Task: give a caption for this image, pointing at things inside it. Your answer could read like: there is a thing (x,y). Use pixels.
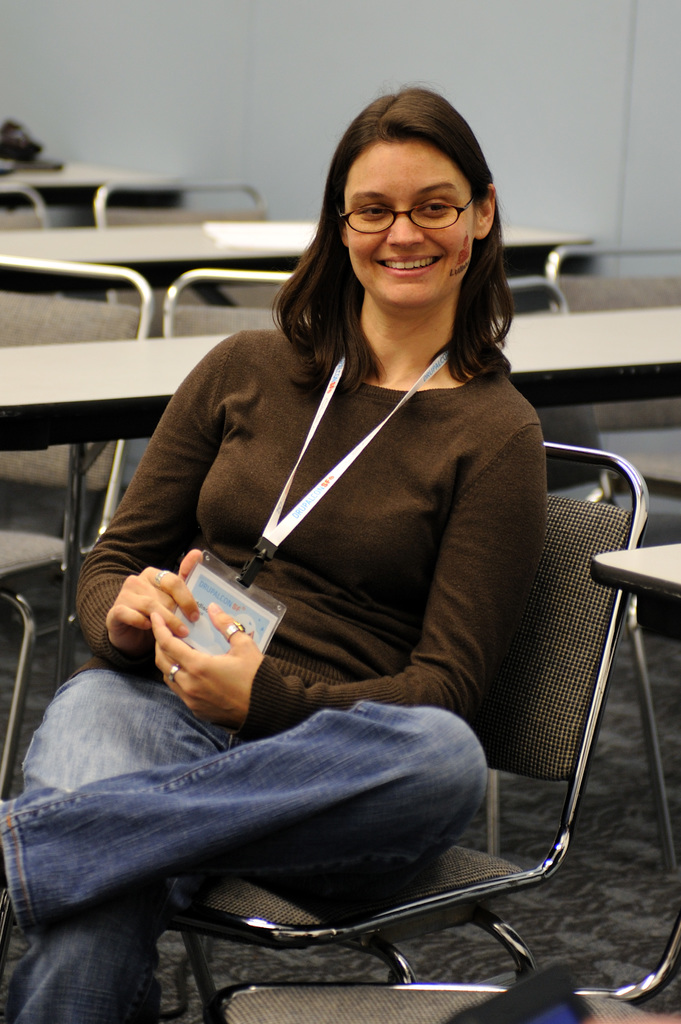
There is a woman (402,296) who is sitting on the chair (534,955). She wear a id card (345,466). She is smiling and she has spectacles (435,228). This is floor (631,761) and there are tables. On the background (266,111) there is a wall (548,107).
